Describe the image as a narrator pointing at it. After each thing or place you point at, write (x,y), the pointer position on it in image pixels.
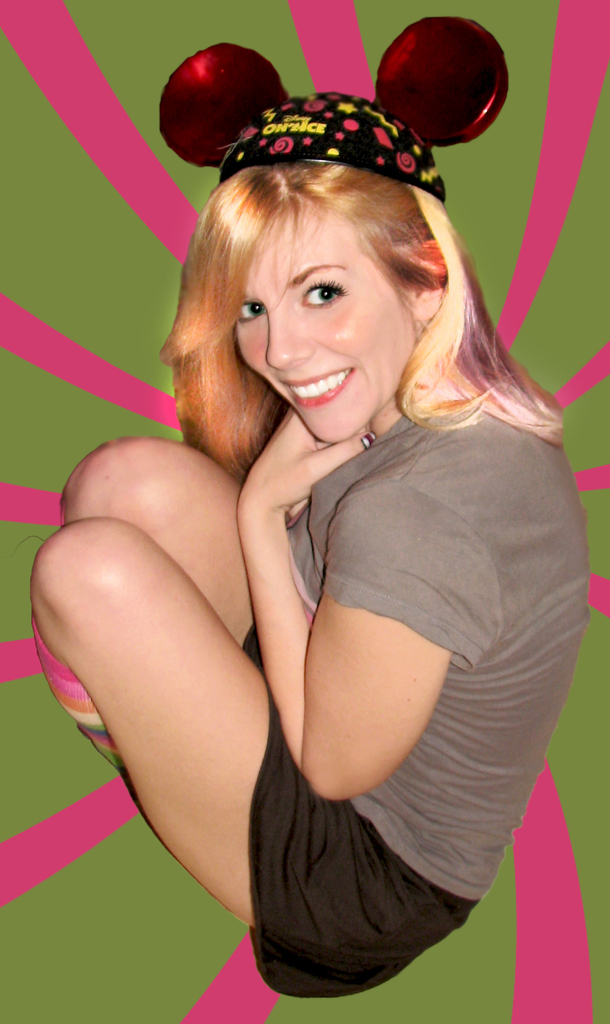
In this image I can see a person (377,774) wearing brown shirt (509,691), black pant (367,863) and I can see a colored background (60,247).
